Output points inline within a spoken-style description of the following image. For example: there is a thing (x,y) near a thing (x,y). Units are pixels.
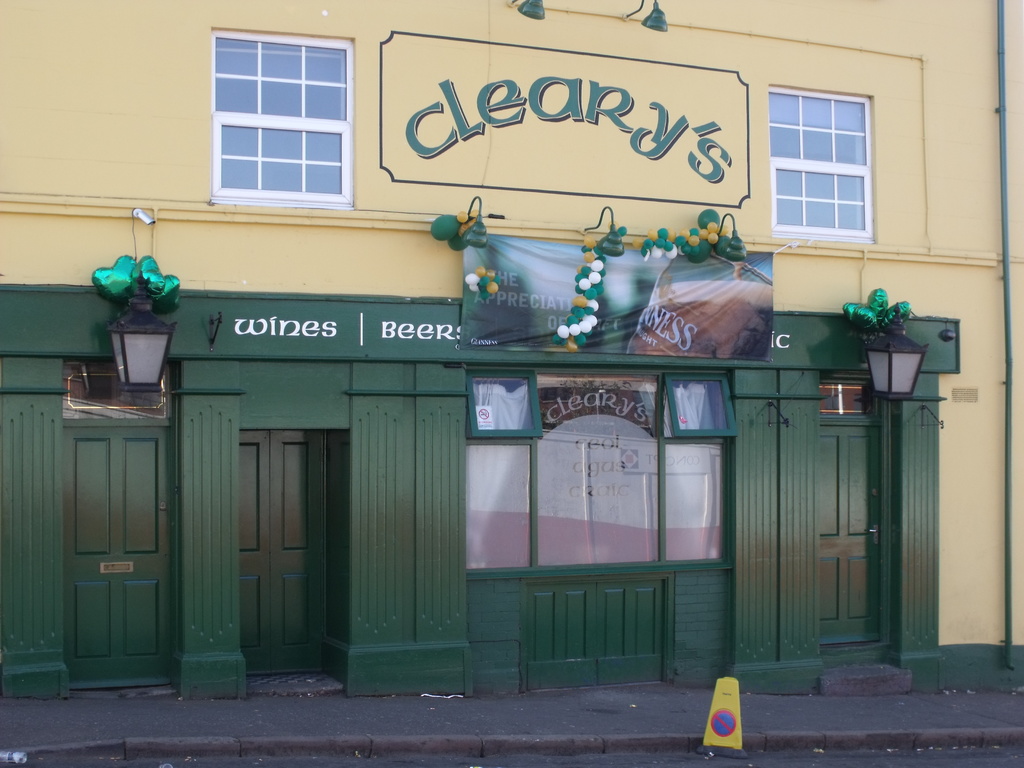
This looks like a building (453,342) with the doors (313,467) and windows (310,133). These are the lamps (885,356). This looks like a banner (688,316), which is hanging. I think these are the balloons (445,226). I can see a signboard (735,726), which is placed on the road (729,759).
